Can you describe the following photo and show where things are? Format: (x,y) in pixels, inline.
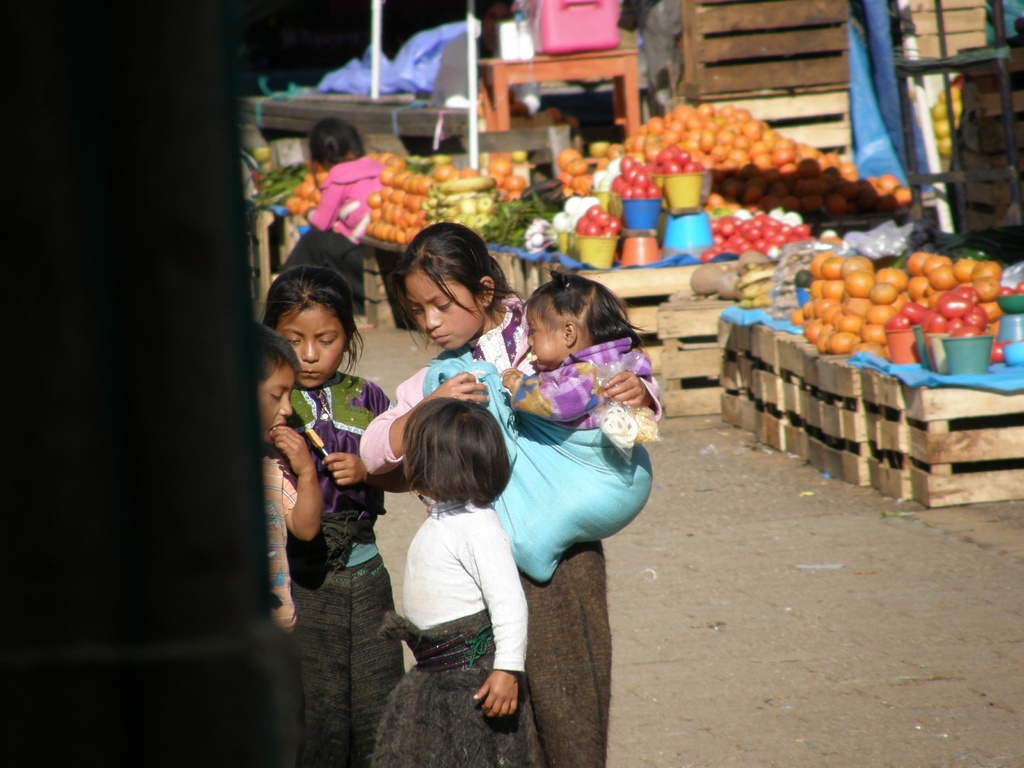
In this image, we can see some vegetables (680,171) on wooden pallets (633,294). There are some kids (366,427) in the middle of the image (428,408) wearing clothes (494,404). There is a table (630,73) at the top of the image (500,71). There is a ladder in the top right of the image (959,60).
